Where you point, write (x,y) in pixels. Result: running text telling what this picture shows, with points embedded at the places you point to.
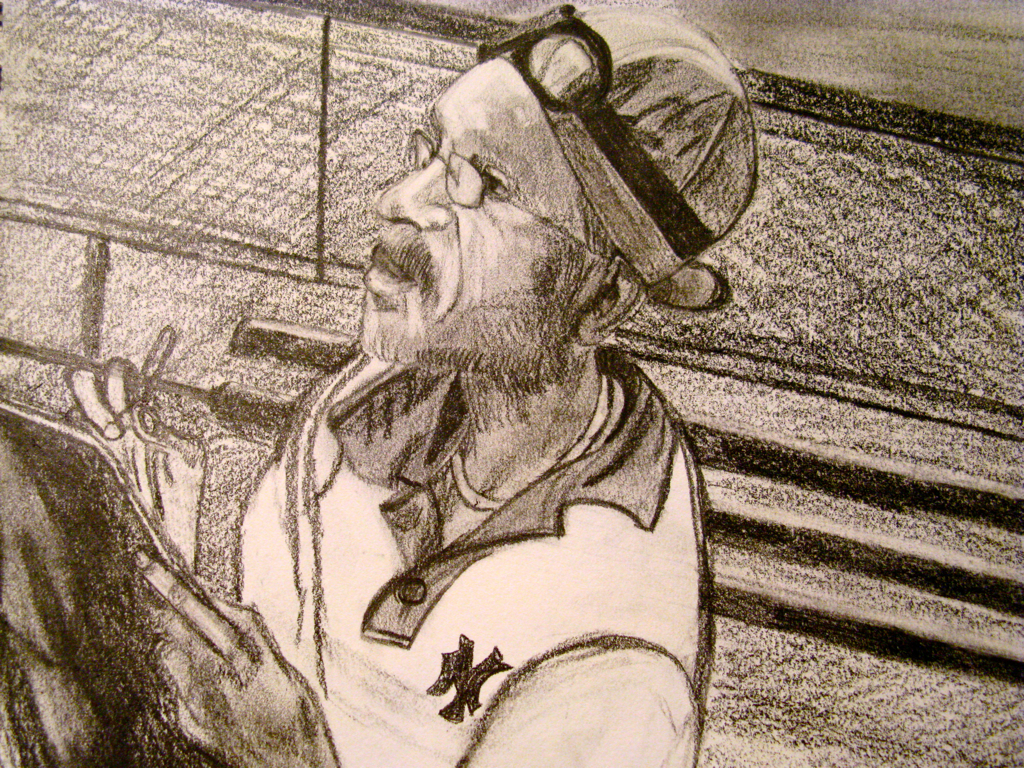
This is a sketch picture. A person (505,352) is holding an object (101,497).
